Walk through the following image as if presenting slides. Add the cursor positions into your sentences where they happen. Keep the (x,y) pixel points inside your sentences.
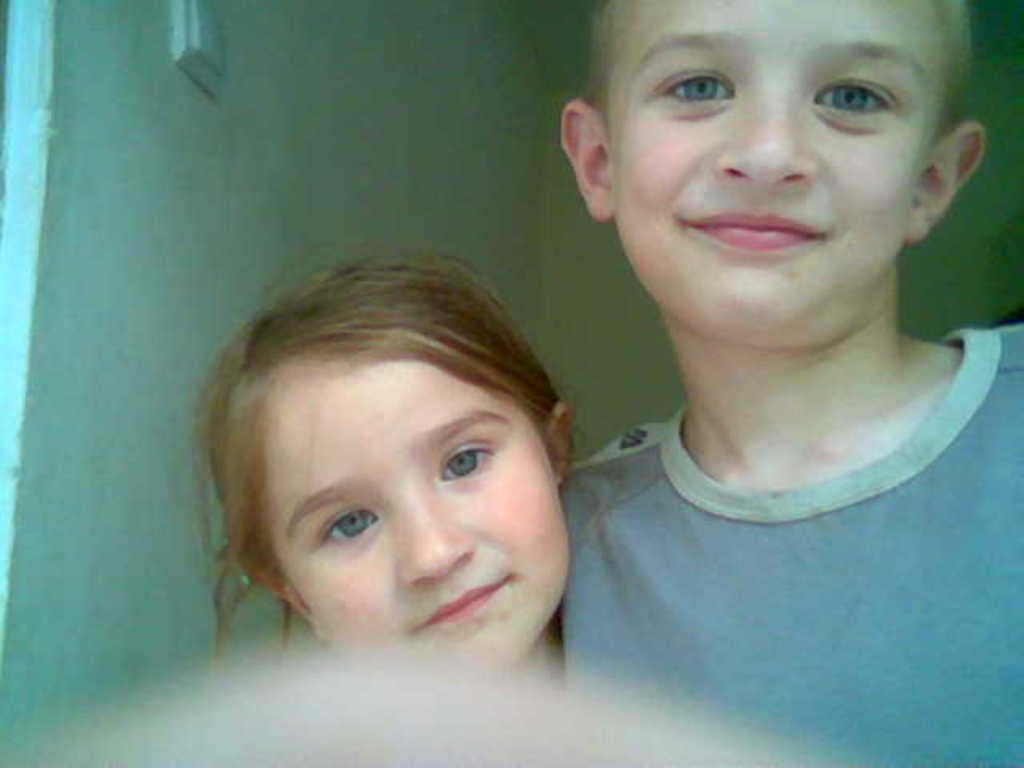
In the picture there are two people (597,574), a boy (679,534) and a girl (314,443) and behind them there is a wall (443,205).
